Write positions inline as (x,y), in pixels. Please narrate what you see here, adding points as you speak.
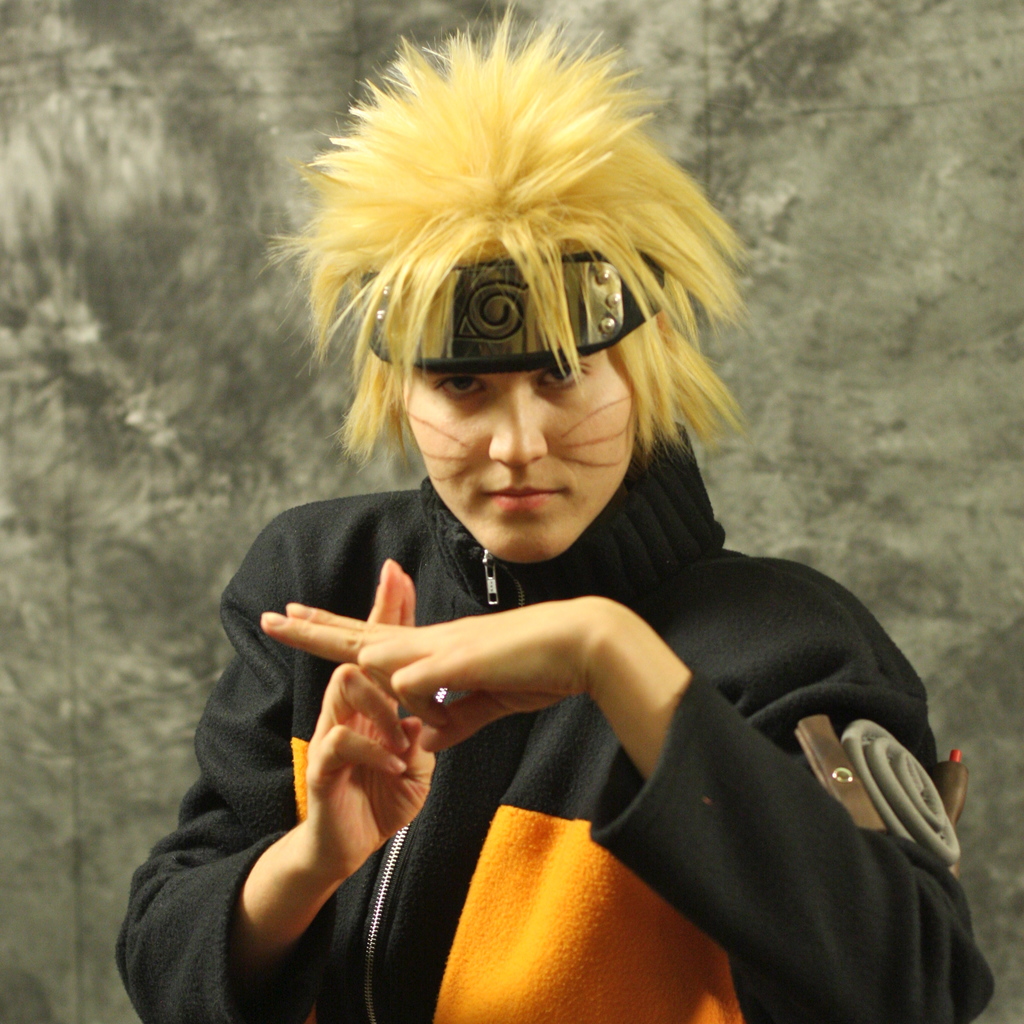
In the picture there is a woman (395,356) in the foreground (466,855), behind her there is a wall (940,545).
